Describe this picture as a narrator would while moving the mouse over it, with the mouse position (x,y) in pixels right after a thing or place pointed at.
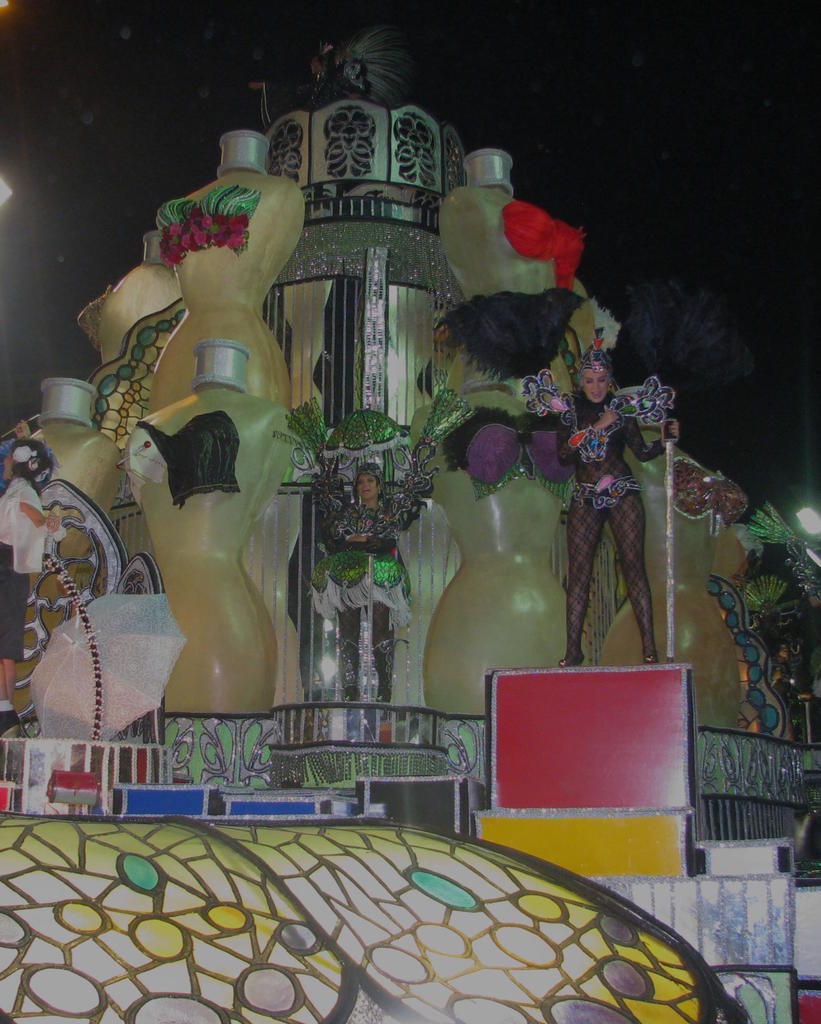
In this image we can see some women (346,537) standing on the surface (549,746) wearing the costume (346,557). We can also see some lights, statues (262,605), a building (398,634) and the sky (735,211).
